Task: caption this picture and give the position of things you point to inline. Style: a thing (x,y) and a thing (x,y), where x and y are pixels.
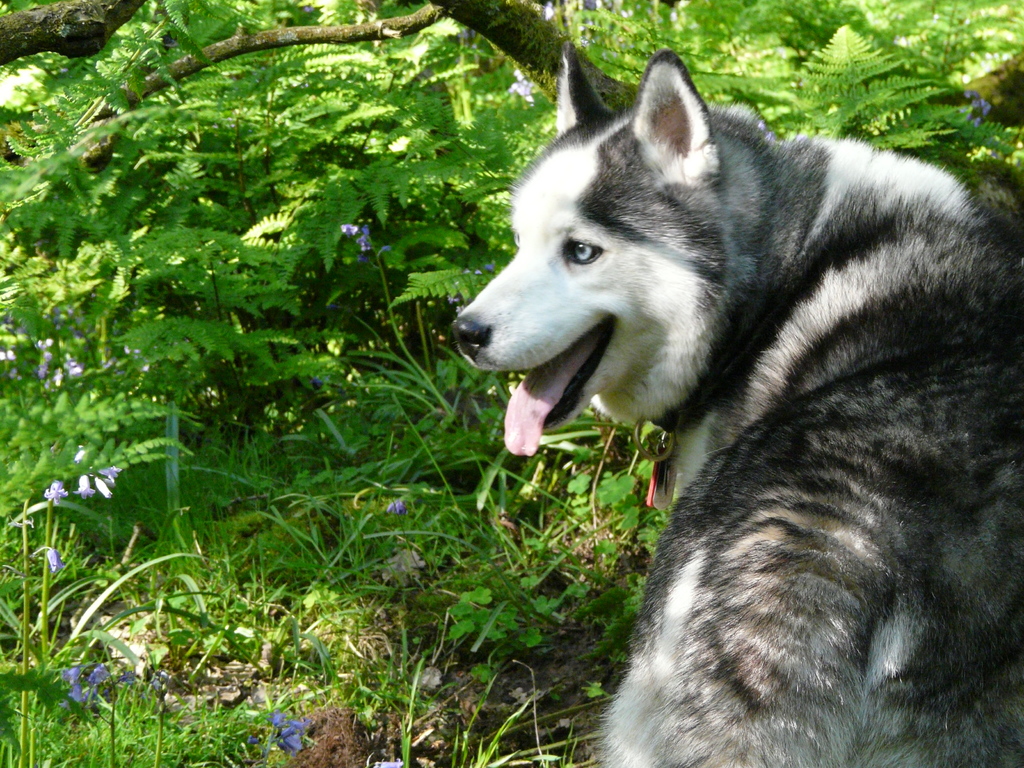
In this picture we can see a husky dog (753,381) and behind the dog (822,307) there is a branch (547,58), grass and plants (240,159) with flowers (76,668).
